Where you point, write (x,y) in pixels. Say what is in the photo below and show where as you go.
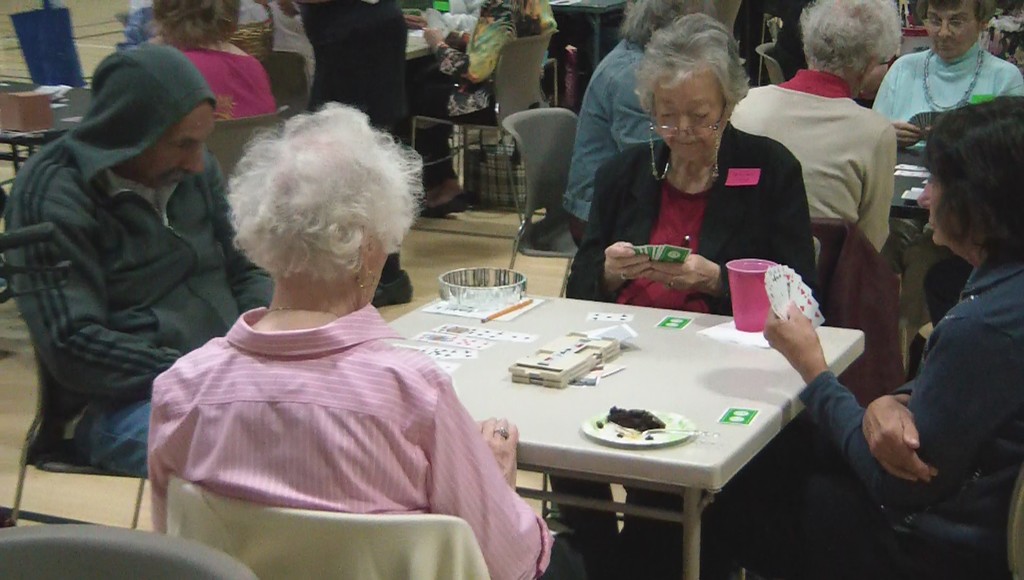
In this image, there are group of people (675,55) sitting on the chair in front of the table (479,397) and playing cards (661,257). On the table (716,387) cards (506,335), plate (651,445), food (634,421) and glass (737,321) is kept. It looks as if the picture is taken inside the club (25,378) during sunny day.
